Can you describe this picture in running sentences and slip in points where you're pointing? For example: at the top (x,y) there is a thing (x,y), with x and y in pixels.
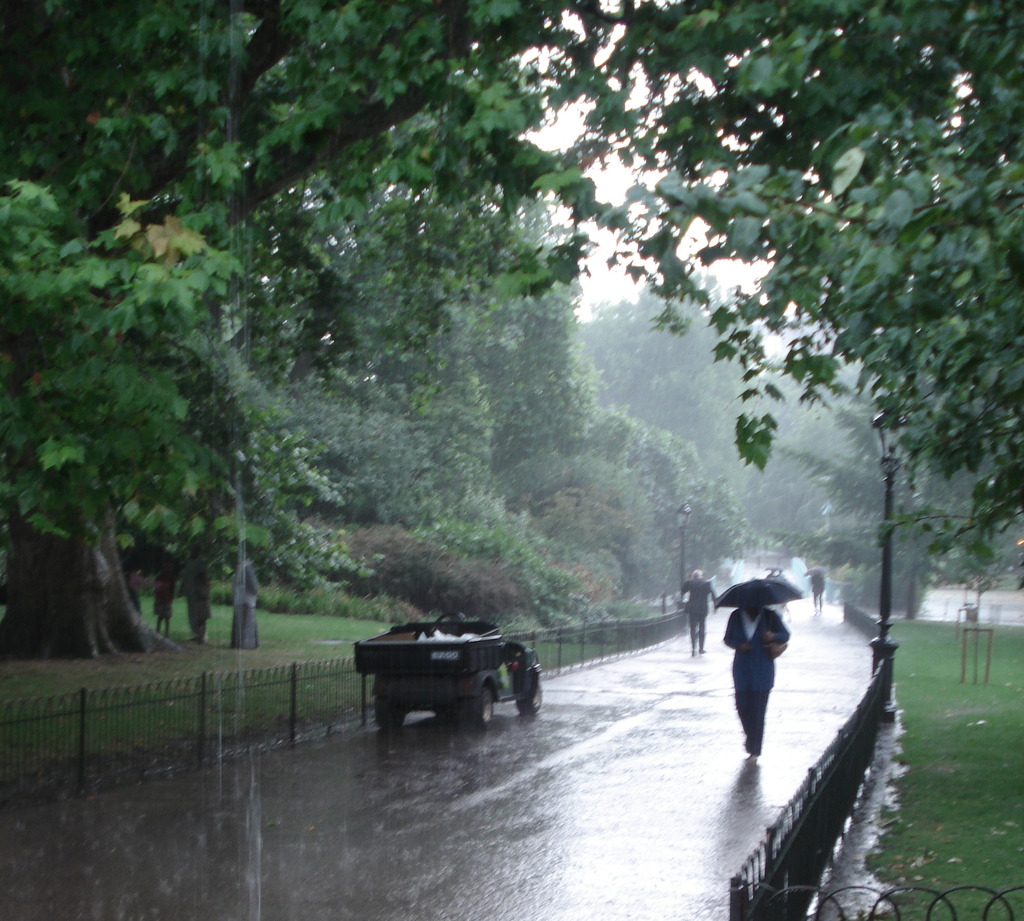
In this image we can see some group of persons (757,732) walking through the road (695,691), one holding umbrella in hand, there is vehicle (384,718), there is fencing (736,914) and trees (93,603) on left (303,705) and right side of the image (707,418) and top of the image (617,289) there is cloudy sky (584,230).
